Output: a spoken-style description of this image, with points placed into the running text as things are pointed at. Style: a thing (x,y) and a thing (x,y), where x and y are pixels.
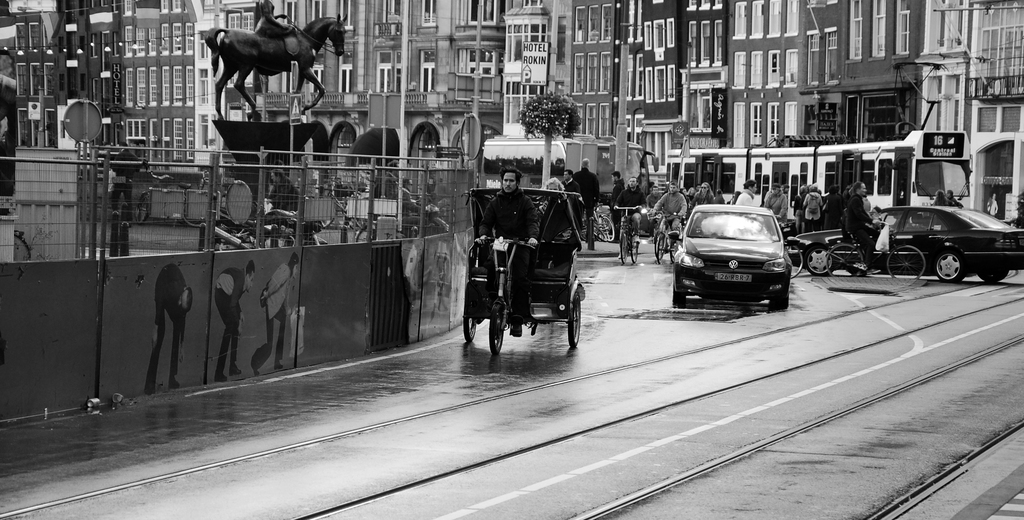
There is a road (641,287). On that there are cars (769,260), cycle rickshaws (556,209). In the back (532,130) there is a tree (546,122). On the left side (191,300) there is a wall (270,285) with railings (300,205). Also there is statue (217,66). In the background (360,85) there are buildings (492,69) with windows (641,74). Also there is a tree (561,104).
